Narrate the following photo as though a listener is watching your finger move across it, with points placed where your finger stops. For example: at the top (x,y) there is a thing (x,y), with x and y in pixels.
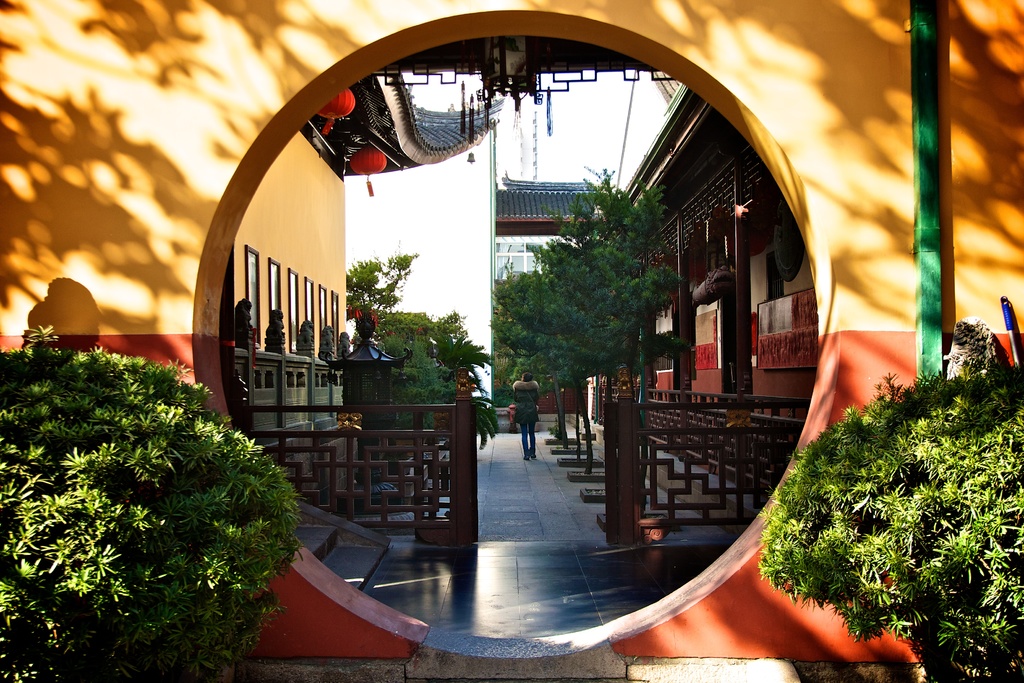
In this image there is a wall (463,15) having a hole (558,336). Behind there is a fence (627,482). Behind there are few plants (519,362) and trees (563,359). A person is standing on the floor (532,482). Left side (329,337) few idols (299,345) are on the shelf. Behind few frames (275,286) are attached to the wall (324,264). Behind the tree (648,299) there are few buildings (566,200). Top of it there is sky (587,160). Bottom of the image (263,554) there are two plants (145,406) before the wall (292,603).
